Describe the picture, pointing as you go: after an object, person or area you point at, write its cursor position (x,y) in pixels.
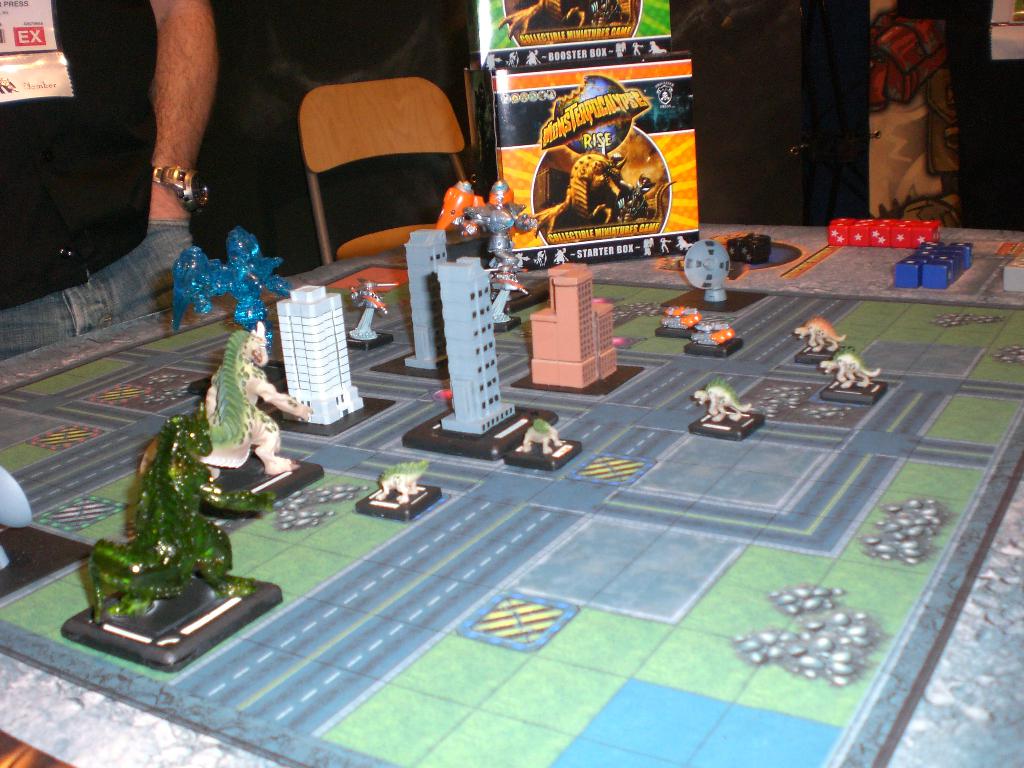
In this picture we can see a table (443,560) and on the table (463,514), there are toys (478,300), dice (863,230) and a box (540,187). Behind the box (581,177), there are some objects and a chair (373,152). In the top left corner of the image (10,157), there is a person (6,205).
